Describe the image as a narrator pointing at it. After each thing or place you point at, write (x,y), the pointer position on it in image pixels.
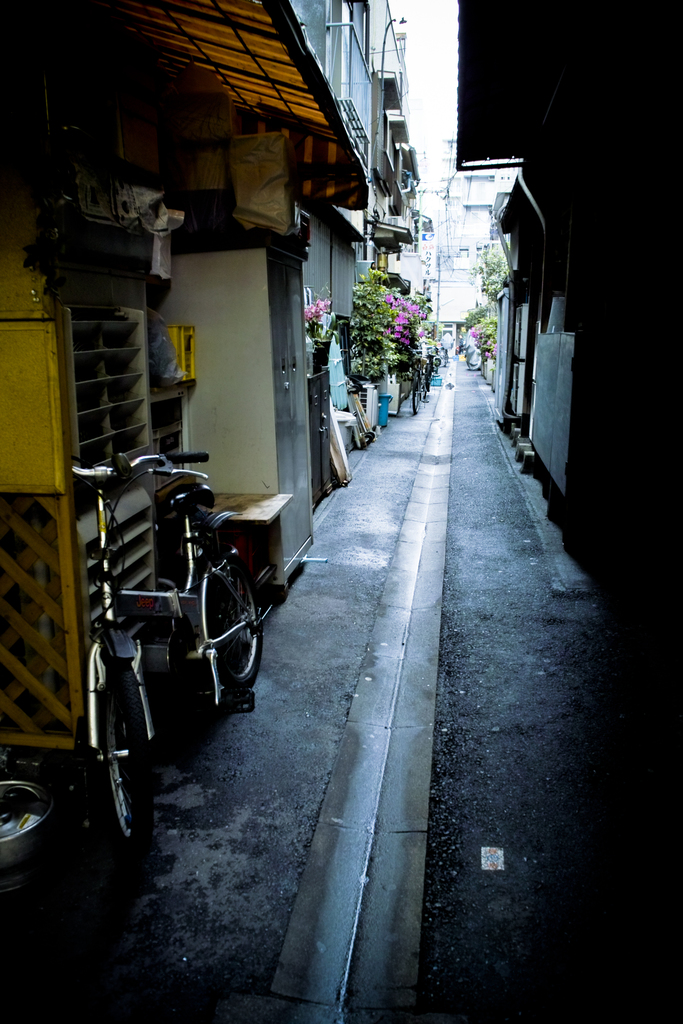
In this image there is a way (397,697) in the middle (425,565). On the left side (191,507) there is a cycle (106,578) which is parked beside the building (125,525). There are flower plants (375,343) in the background (373,337). There are buildings (397,103) on either side of the way (496,440). At the bottom (32,816) there is a vessel (3,820).
